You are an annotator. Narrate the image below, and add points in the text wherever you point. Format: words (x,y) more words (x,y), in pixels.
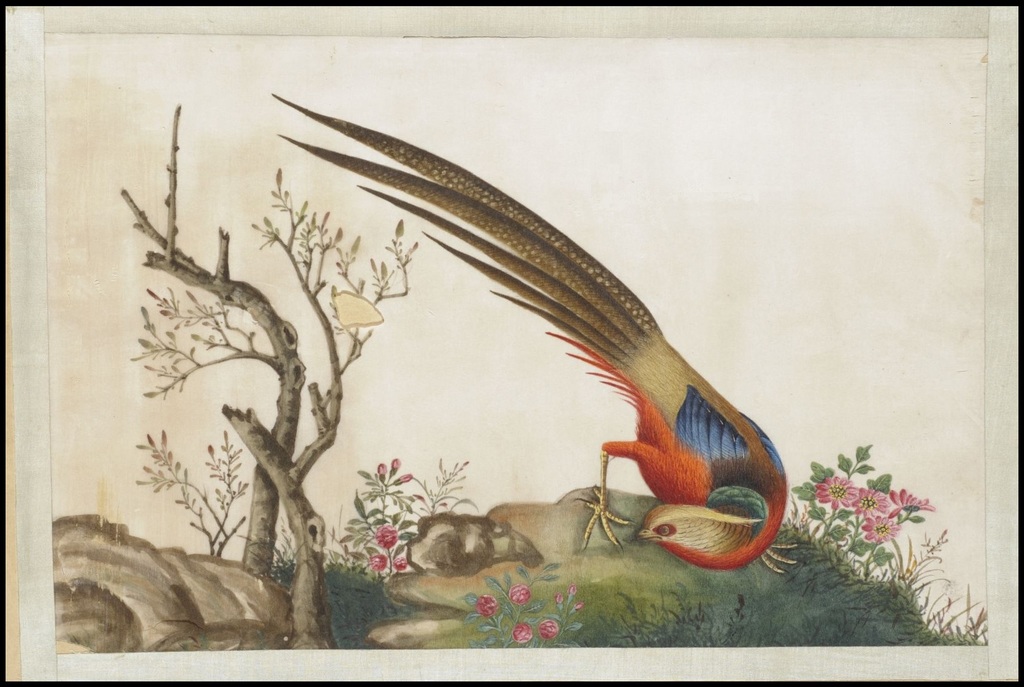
In this image I can see the painting (294,514) in which I can see a bird (690,467) which is brown, cream, blue, green and orange in color is on the ground (629,526). I can see a tree (301,568), few plants (456,501) and few flowers (844,505) which are pink in color. I can see the cream colored background (459,369).
